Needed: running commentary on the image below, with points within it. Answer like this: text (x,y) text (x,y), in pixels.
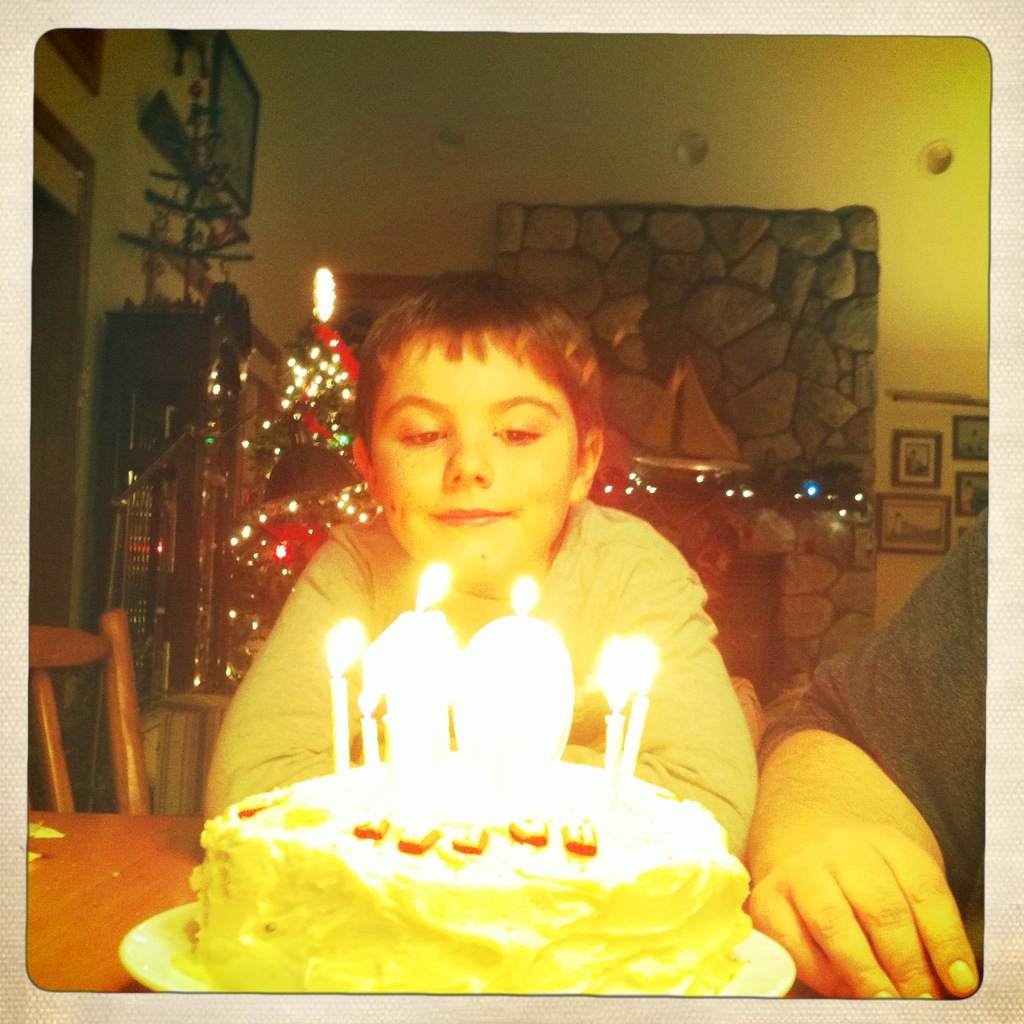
In this picture I can see there is a boy (274,683) sitting on the chair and smiling, there is a table (92,898) in front of him, there is another person (916,835) sitting at the right side (952,702) and there is a cake (417,865) here placed on the plate (173,955) and in the backdrop (262,538) I can see there is a Christmas tree (285,525) in the backdrop (259,510) and there are few hanging bells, there is a fire place (845,263), few photo frames (895,471) arranged on the wall (891,424).
